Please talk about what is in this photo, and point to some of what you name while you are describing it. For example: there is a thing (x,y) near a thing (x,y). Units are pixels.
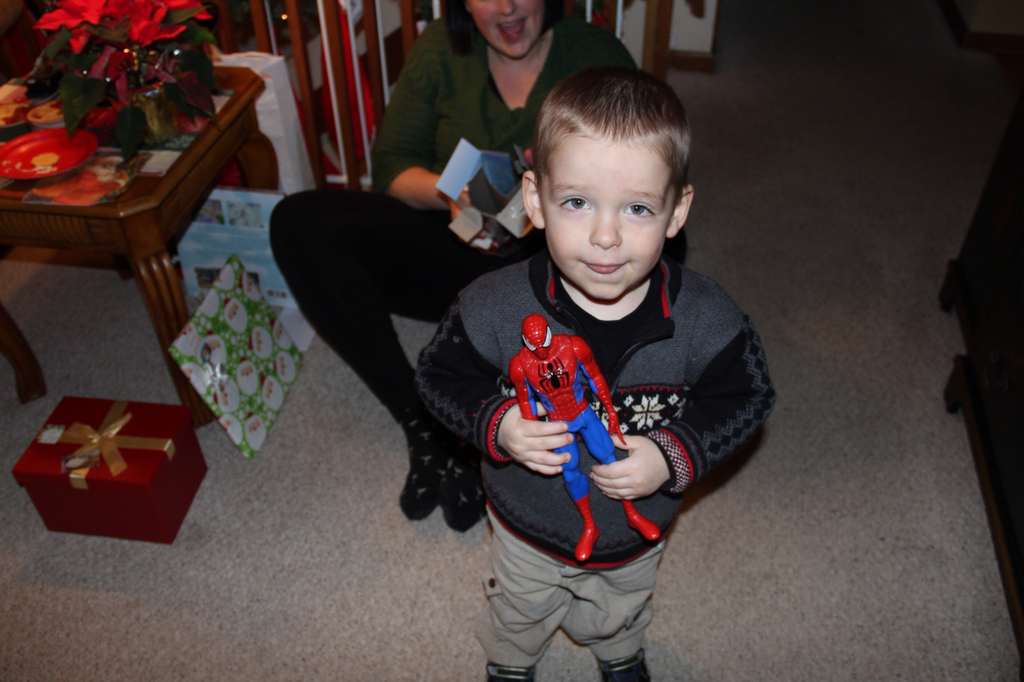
This picture shows a boy (677,466) holding a Spider-Man toy (552,408) in his hands (544,468) and we see woman (427,238) seated on the floor (358,454) and we see a couple of gift boxes (184,266) and plates (97,150) and a flower vase (67,58) on the table (237,88).
